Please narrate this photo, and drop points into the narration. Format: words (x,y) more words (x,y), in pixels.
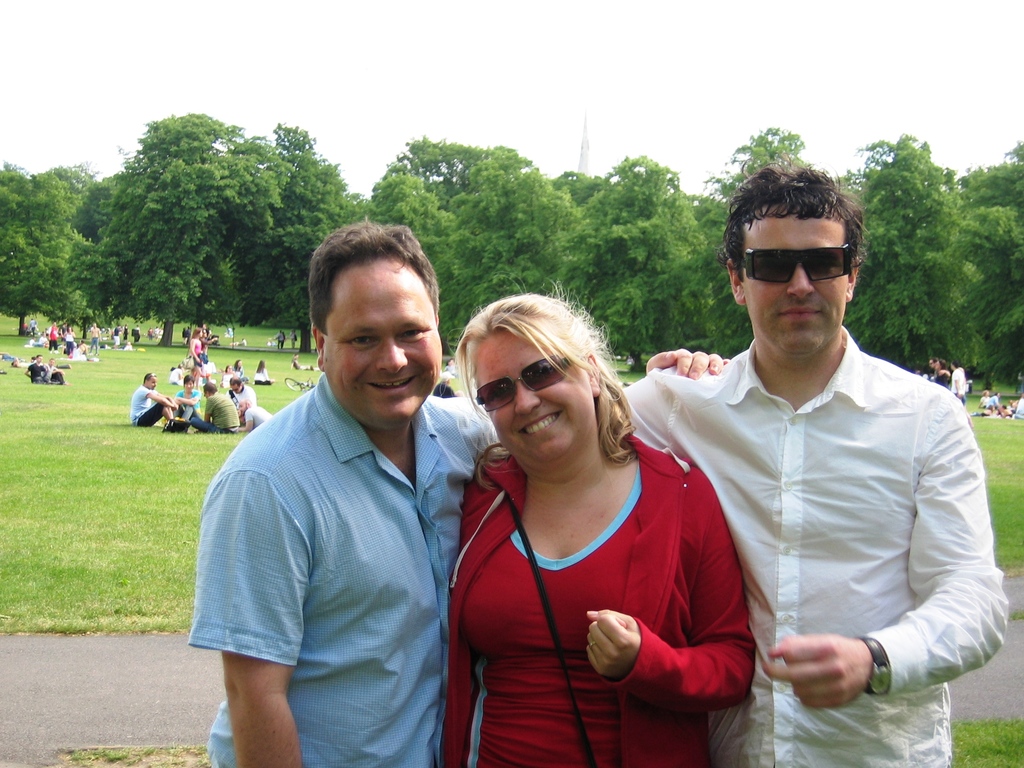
In this image we can see men (422,564) and a woman (463,605) standing on the ground (103,337) and smiling. In the background (151,424) there are people (180,381) sitting and standing on the ground (128,356), trees (561,285), tower (586,142) and sky (300,114).
